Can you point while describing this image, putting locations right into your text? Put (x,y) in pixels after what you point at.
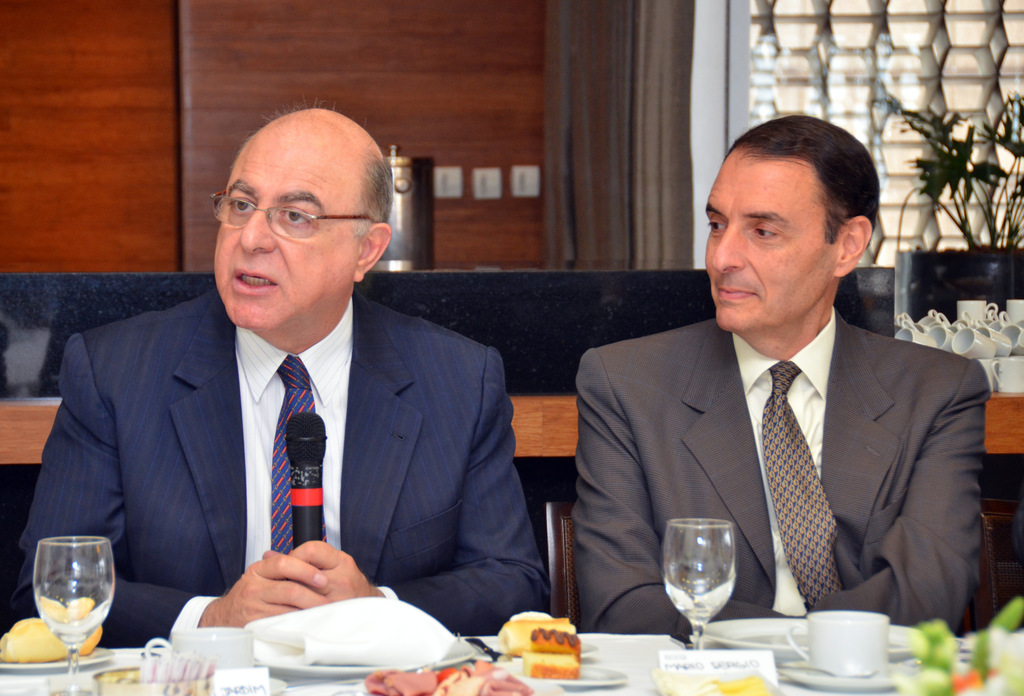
In this image I can see two people (578,526) with blazers (434,462), shirts (268,456) and ties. I can see one person (284,475) holding the mic (312,472) and these people (362,548) are sitting in-front of the table (308,687). On the table (321,685) I can see the glasses (77,659), plates (726,636) with food (386,686), cup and many objects (502,663). In the background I can see the cups (951,336) on the brown color surface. I can also see the curtain (600,229), plant (924,165) and the brown color wall (146,191).
